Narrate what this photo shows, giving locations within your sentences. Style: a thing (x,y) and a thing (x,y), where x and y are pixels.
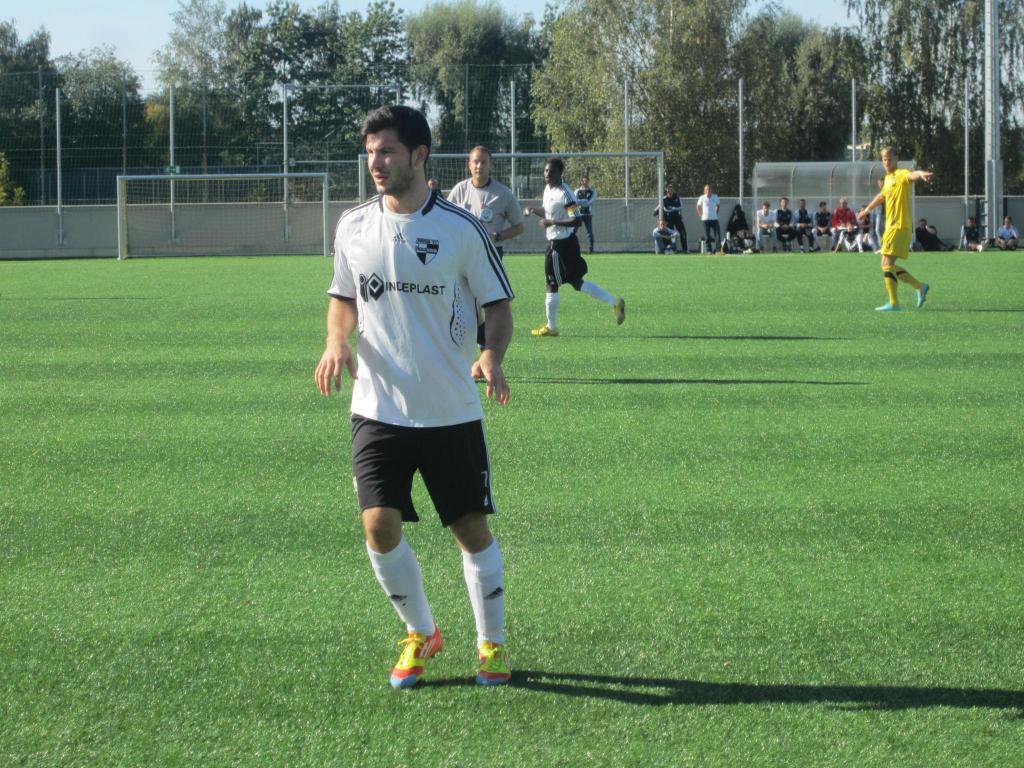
In the image we can see there are people (485,242) standing on the ground (628,284) and the ground (568,409) is covered with grass (429,551). There are other people (834,216) sitting on the bench (797,221) and there are iron poles (998,203) and iron fencing (109,143). There is net (273,182) at the back (372,105) and behind there are lot of trees (685,65).
